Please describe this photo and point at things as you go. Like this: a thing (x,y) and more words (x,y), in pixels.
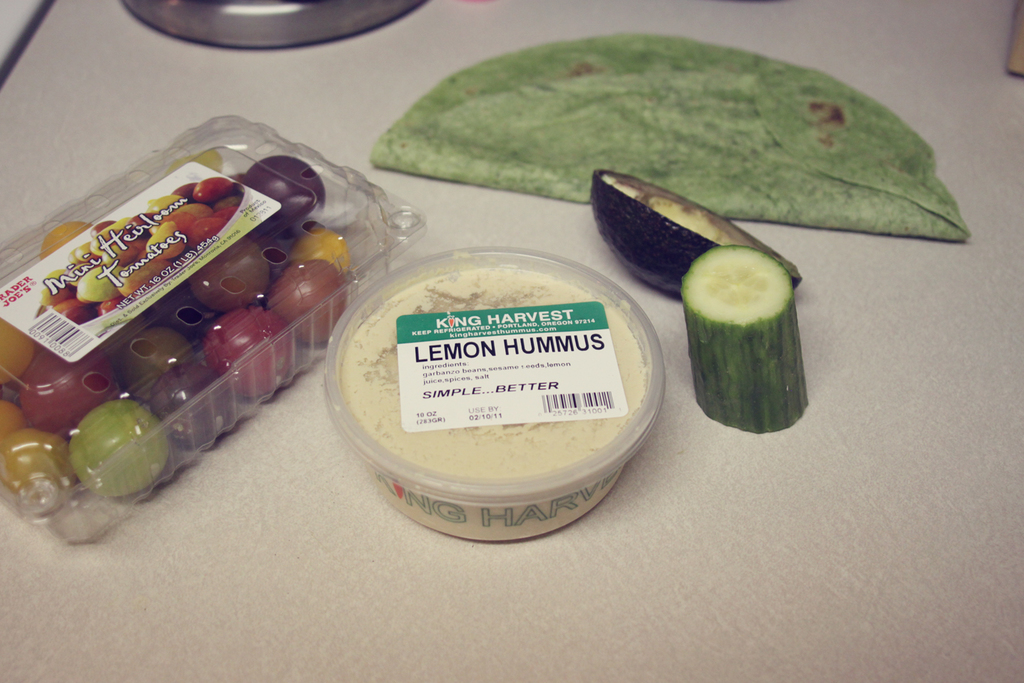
In this picture, we see a white table (575,579) on which cucumber (763,293), avocado (675,232), paratha (902,202), a box (511,408) containing hummus (426,460), plastic box (283,372) containing different color tomatoes (229,297) are placed.
